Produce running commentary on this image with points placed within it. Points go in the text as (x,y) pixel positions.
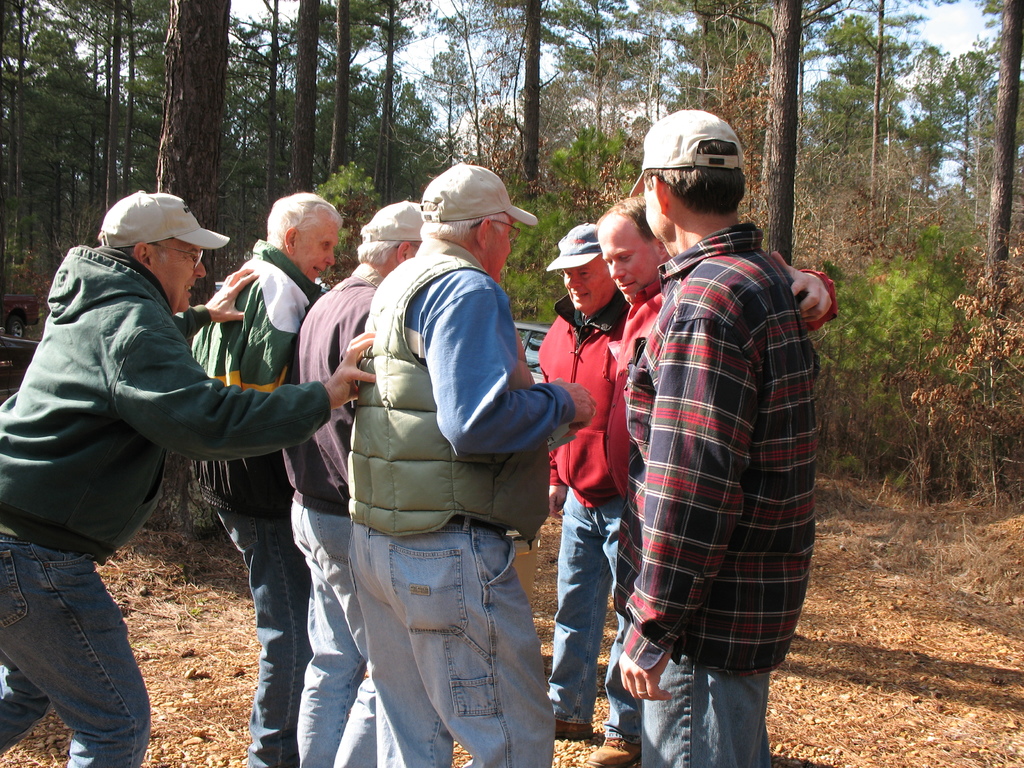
In this image we can see seven men (560,504) are standing on the land (857,648). Behind the trees (796,95) are there.
